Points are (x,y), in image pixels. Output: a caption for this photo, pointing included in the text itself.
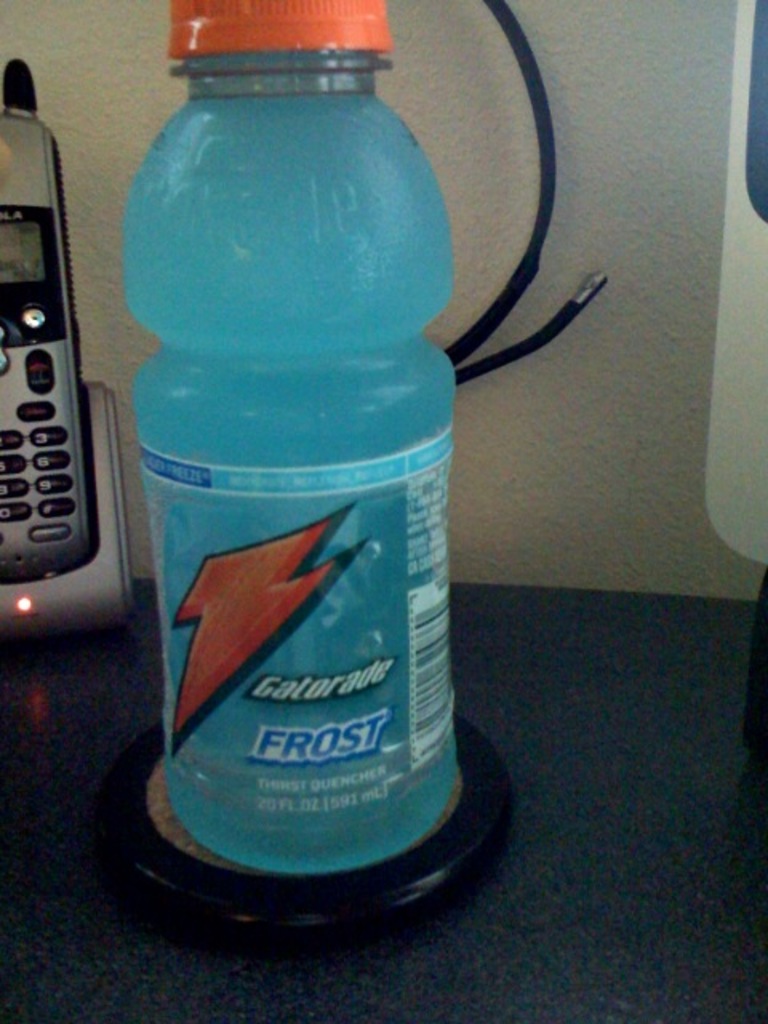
On this table (758,922) there is a juice bottle (322,331) with orange cap (352,21) and a mobile (25,568) with holder (103,429).
